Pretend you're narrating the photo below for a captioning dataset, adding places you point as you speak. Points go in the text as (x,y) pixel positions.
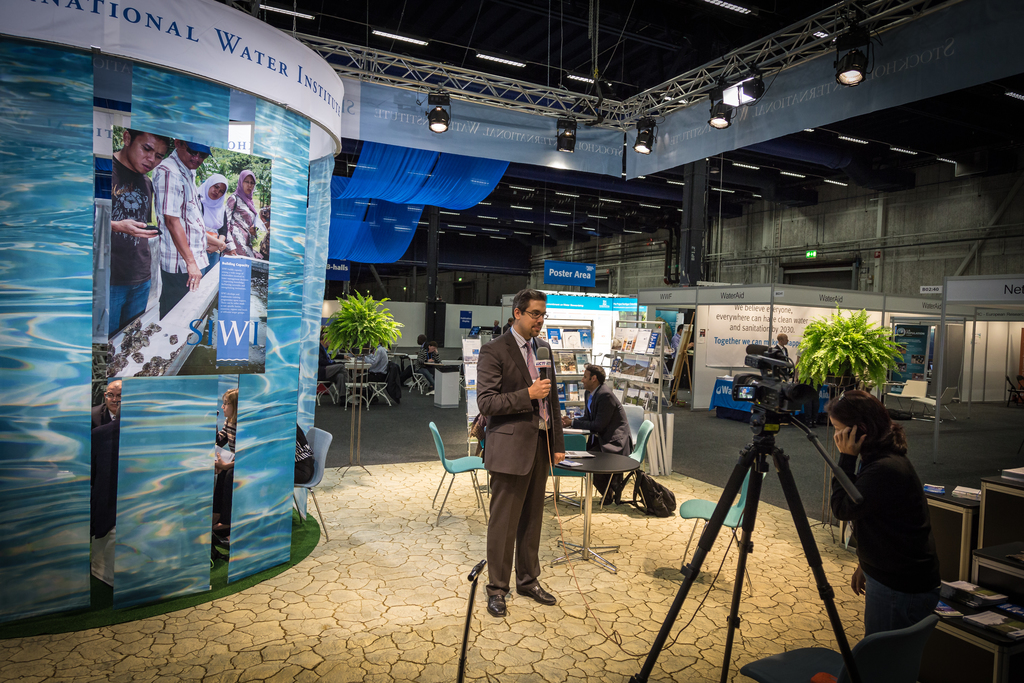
In the foreground of the picture (897,503) there are some frames (1001,531), stand (751,512), camera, a person (875,475) holding mobile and floor (432,568). In the center of the picture (612,440) there are chairs (440,457), tables (595,468), people (585,412) magazine (573,338), shelves (654,378) and a room (50,281) with posters (170,126) and text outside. In the background (551,147) there are walls (854,220), lights (714,116), iron frames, plants (334,318), camera (786,367) and other objects (375,204).
